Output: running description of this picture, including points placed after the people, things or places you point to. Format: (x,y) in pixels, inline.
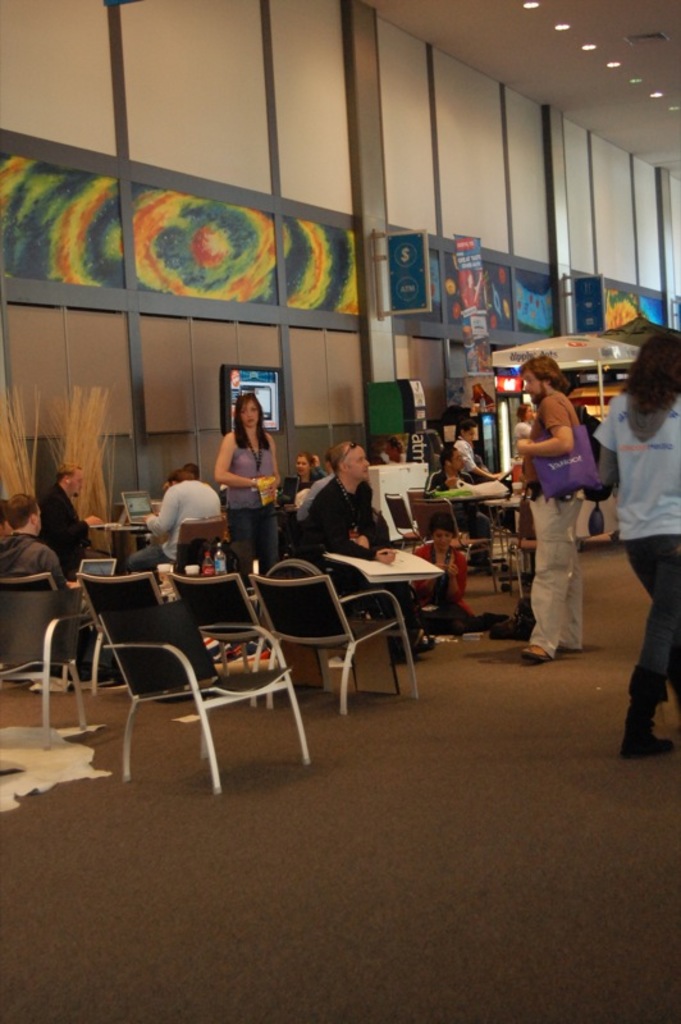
In this image I can see few people (657,461) some are sitting on the chairs (355,643) and some are standing. The person (570,514) in front (547,433) wearing brown shirt (537,431), cream pant (567,548) and purple color bag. Background (582,306) I can see a board (405,291) which is in blue color attached to the wall (18,358).
